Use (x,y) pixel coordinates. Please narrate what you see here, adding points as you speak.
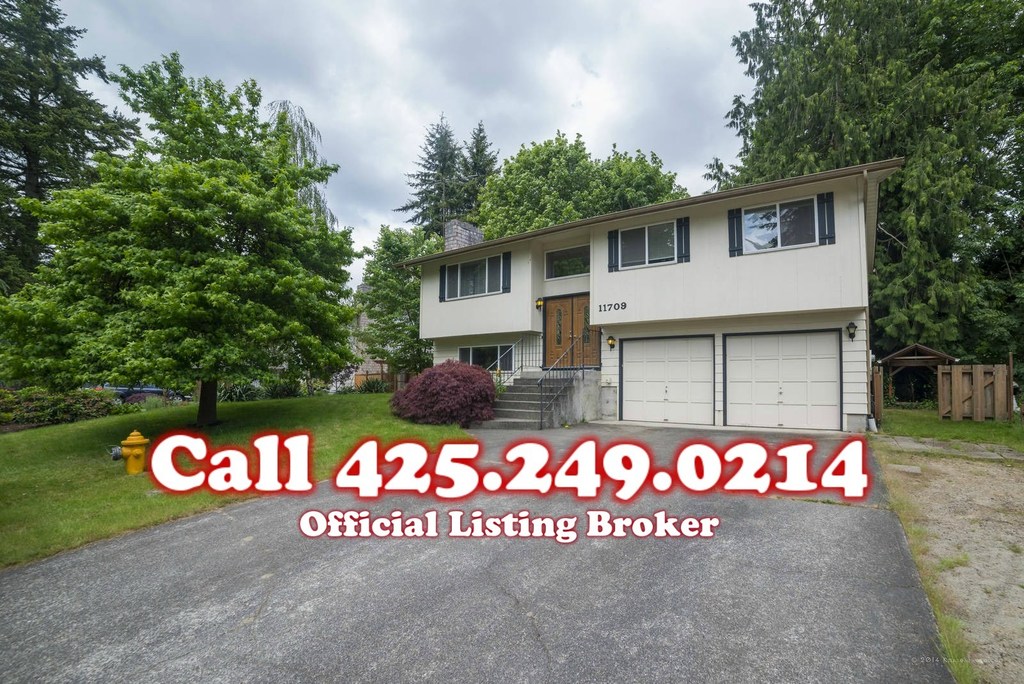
In this image we can see a house (679,302). Behind house (494,251) trees (240,227) are there. The sky (306,71) is covered with clouds (551,60). Left side of the image (94,481) grassy land (84,472) and fire hydrant (115,454) is present. Bottom of the image (315,620) road (490,624) is there and on the image watermark (436,496) is present.
